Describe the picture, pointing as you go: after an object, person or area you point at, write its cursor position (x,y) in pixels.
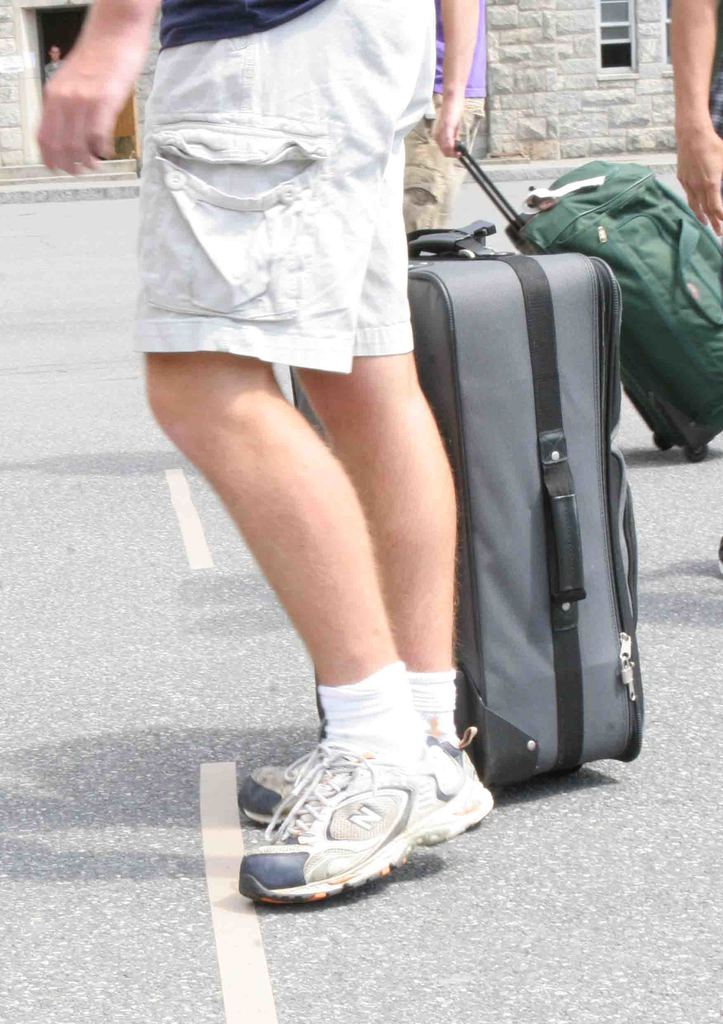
In the image we can see on the road (137,758) there are persons (287,165) who are standing with their suitcase (456,454) and at the back (579,44) there is building (7,65).
